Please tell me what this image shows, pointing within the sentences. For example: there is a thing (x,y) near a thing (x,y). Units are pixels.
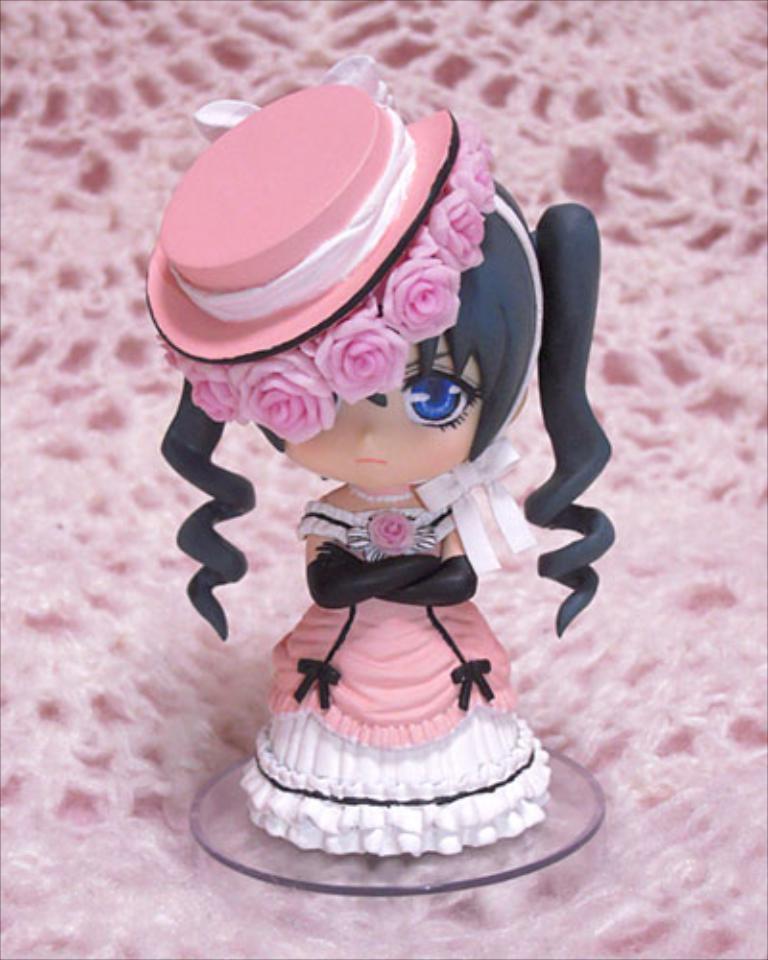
In this picture we can see a doll (405,466) here, at the bottom (597,857) there is a cloth (676,874).
